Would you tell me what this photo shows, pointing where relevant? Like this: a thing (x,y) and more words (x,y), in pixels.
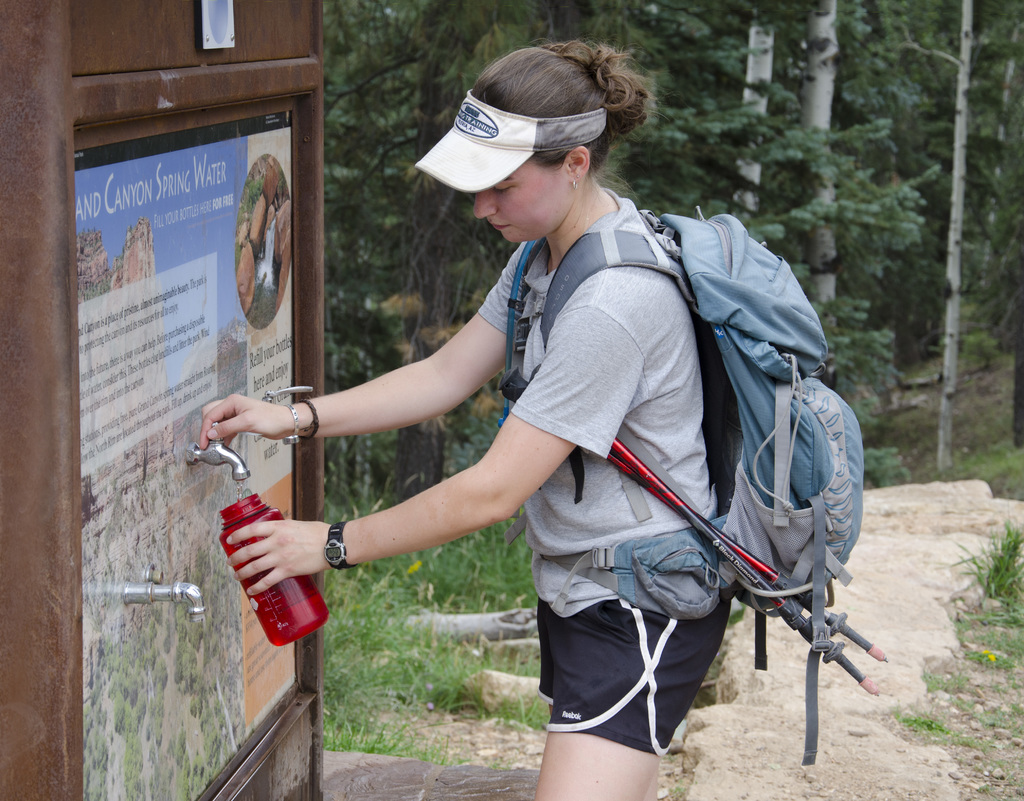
In the image we can see there is a woman (674,366) standing and holding tap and water bottle (249,512) in her hand (274,407). She is carrying travelling backpack (796,407) at the back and behind there are trees (904,49).
